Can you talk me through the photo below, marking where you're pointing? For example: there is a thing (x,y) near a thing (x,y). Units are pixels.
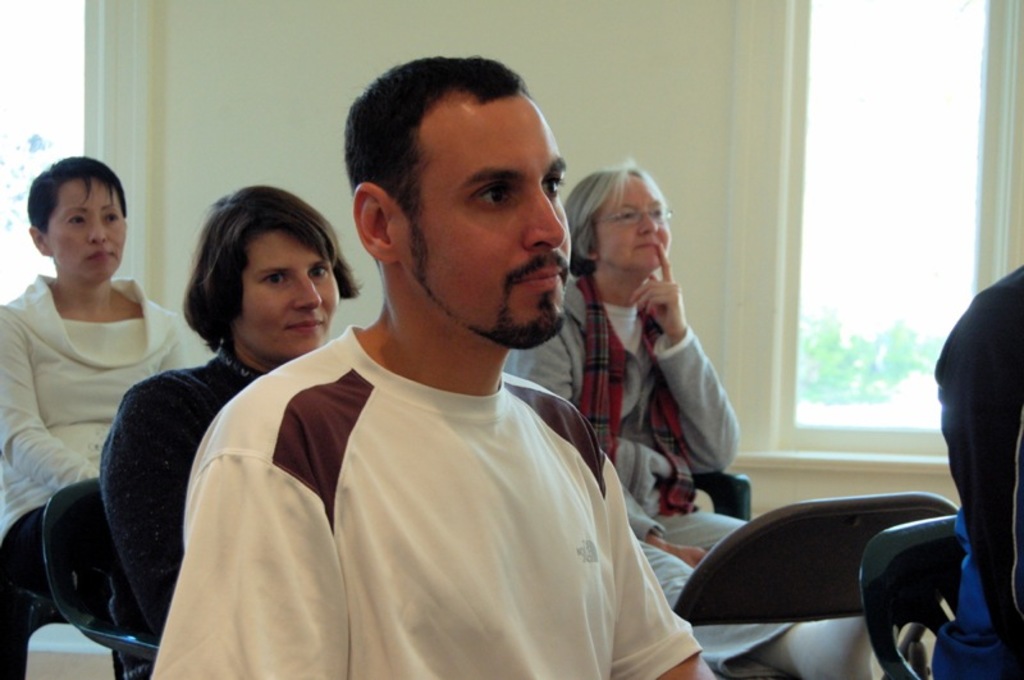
In the image there are few people (274,445) sitting on the chairs (63,615) and paying attention towards something, in the background (410,38) there is wall (306,66) and beside the wall (328,81) there is a window (846,101).
